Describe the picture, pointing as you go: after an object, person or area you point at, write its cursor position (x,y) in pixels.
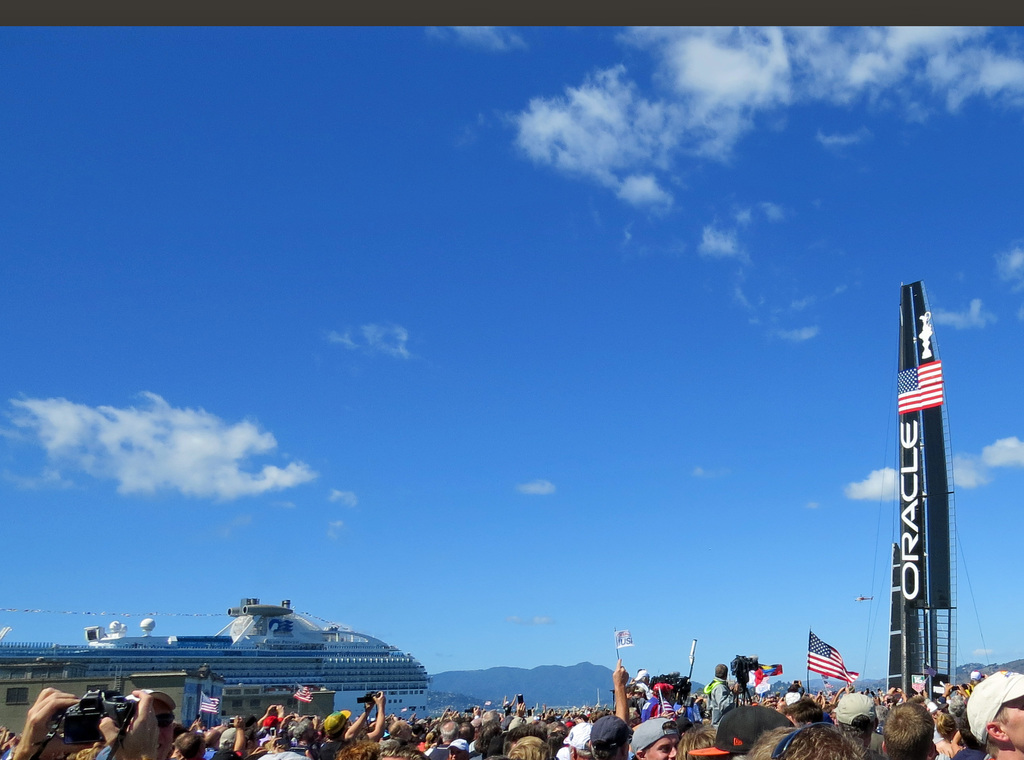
In this image, there are many people (728,713). We can see a ship (108,632) and some flags (908,384). We can also see a tower (923,554) with some text (902,478) and images (912,397). We can also see the sky (895,408) with clouds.
